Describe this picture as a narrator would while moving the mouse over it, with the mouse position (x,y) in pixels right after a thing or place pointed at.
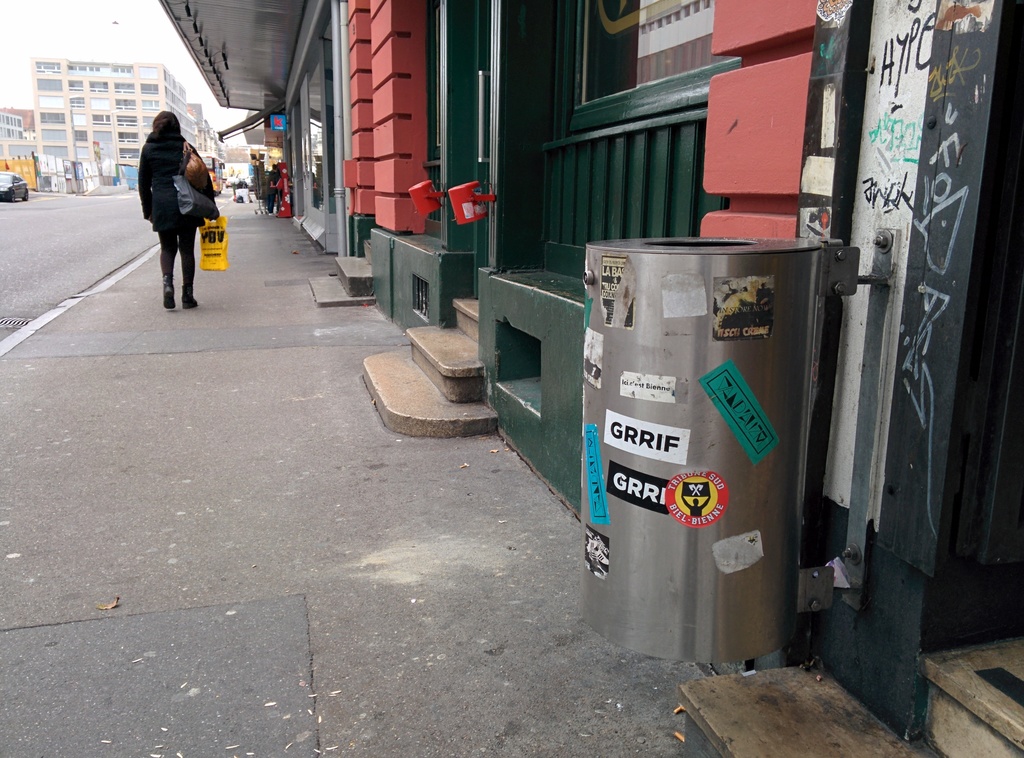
In this image we can see buildings (424,65) on the right side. And there is a bin (657,292). There is a lady (153,201) holding bags (192,180) and walking on the sidewalk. There are steps (708,702). Also there is a road (43,220). On the road (58,213) there is a vehicle (17,183). In the background (116,99) there is a building (50,119).
